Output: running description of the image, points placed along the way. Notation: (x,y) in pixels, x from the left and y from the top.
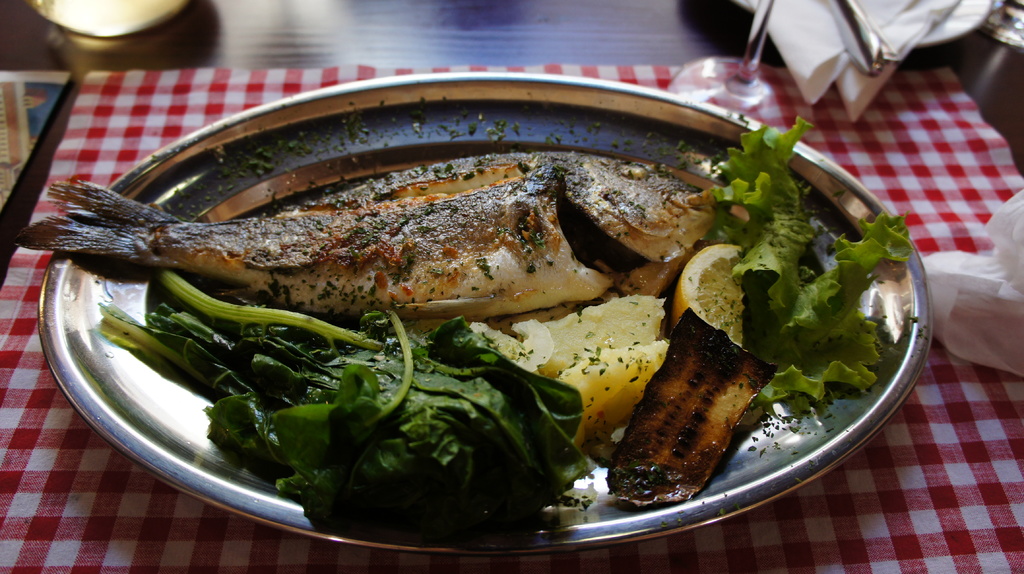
In this image, we can see a table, on that table (706,34) there is a red colored cloth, we can see a steel plate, there is a fish (28,238) on the plate (702,123), we can see green vegetables (319,470) on the plate (708,104).
